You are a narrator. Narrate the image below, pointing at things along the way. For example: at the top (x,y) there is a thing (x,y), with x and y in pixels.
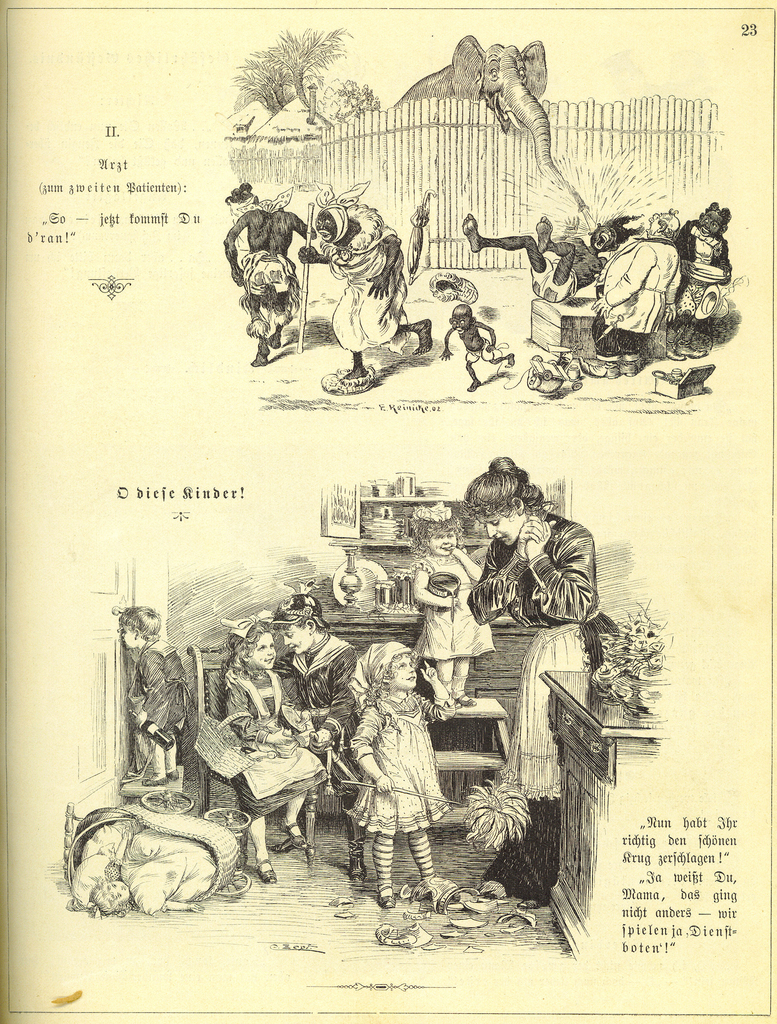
In this image there is a poster (466,458) having a painting (425,725). Bottom of the image (296,777) a girl (275,752) is sitting on the chair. A girl (390,752) is standing on the floor (322,882). Before her there is a woman (595,628) standing. A girl (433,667) is standing on the stool (467,707). A baby trolley (68,839) is on the floor (275,912). A boy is at the door (109,746). Top of the image (255,317) few persons (398,334) are running on the land (398,389). Few persons (626,334) are standing. There is a fence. Behind there is an elephant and few trees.
